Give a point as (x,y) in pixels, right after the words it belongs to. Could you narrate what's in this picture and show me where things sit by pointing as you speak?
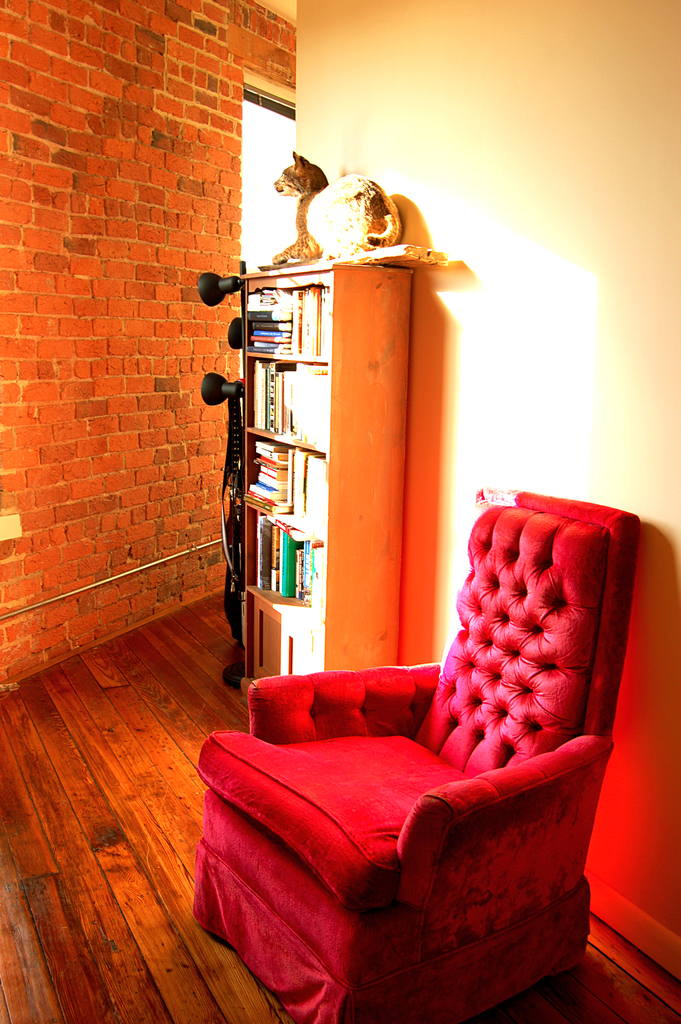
In this image in the front (360,767) there is a sofa (417,778) which is red in colour and in the center (369,560) there is a shelf (336,424) and on the top of the shelf (330,283) there is toy (334,230) and in the shelf (281,403) there are books (283,416) and there is an object (234,332) which is black in colour and there is a wall (108,349) which is red in colour.
